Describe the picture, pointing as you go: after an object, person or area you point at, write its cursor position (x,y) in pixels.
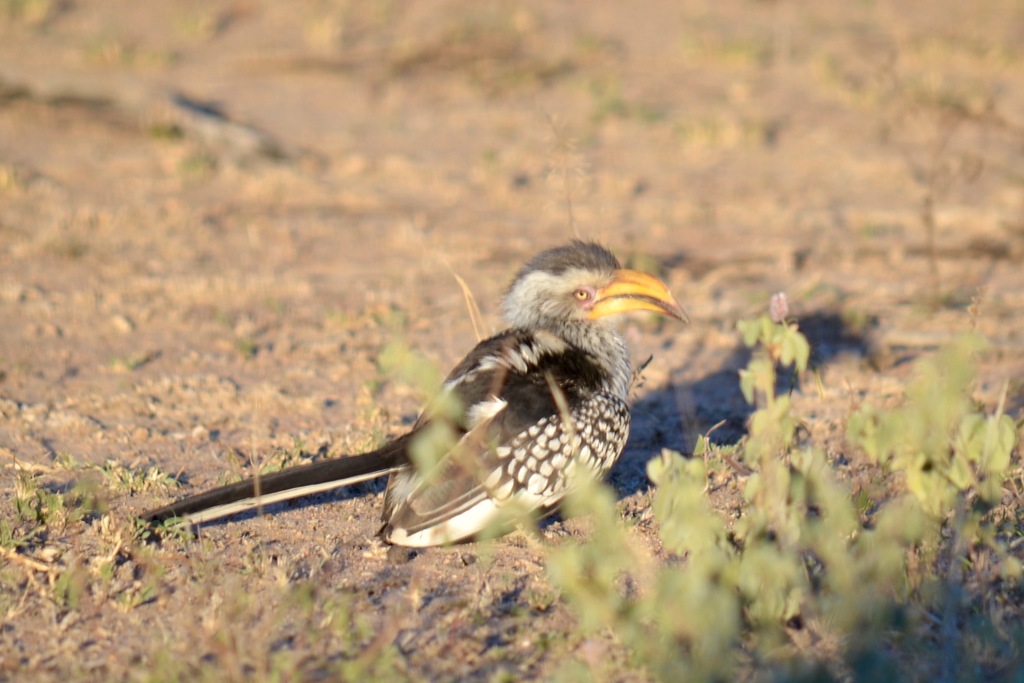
In the image in the center (584,296), we can see one plant (494,529) and one bird (458,501), which is in black and white color.
